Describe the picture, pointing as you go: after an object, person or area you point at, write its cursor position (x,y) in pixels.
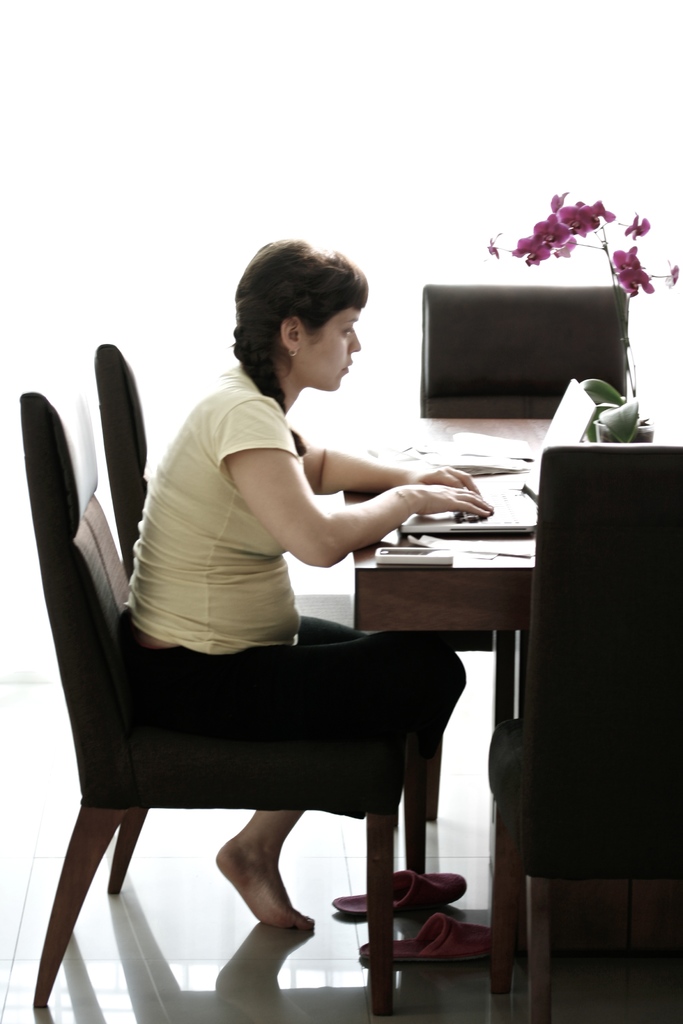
This woman (191,613) is sitting on a chair (152,732). In-front of this woman (313,666) there is a table (430,596), on a table (406,596) there are things (502,548).
